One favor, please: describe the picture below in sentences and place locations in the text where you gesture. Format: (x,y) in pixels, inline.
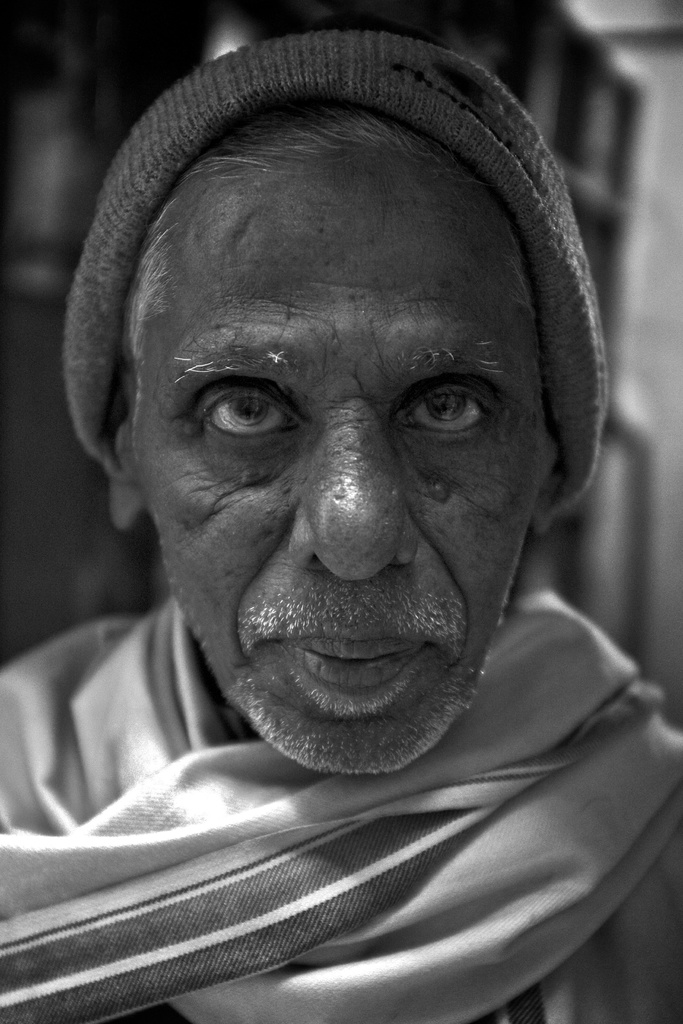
This is a black and white image in which we can see a person (153,877) wearing scarf (155,759) and monkey cap (81,348), behind him there is a building (618,336).
